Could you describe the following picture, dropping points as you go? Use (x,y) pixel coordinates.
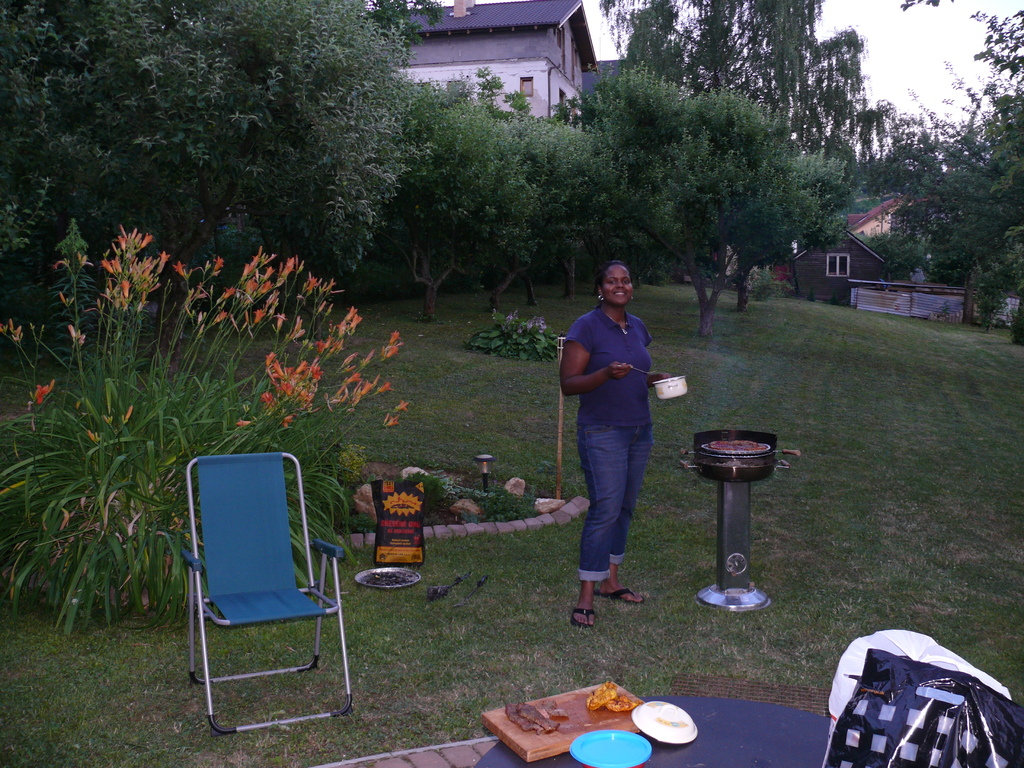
In this picture we can see a lady (609,418) holding a thing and in front of her there is a table (697,707) on which some things (664,715) are placed and beside her there is a chair (290,555) and around her there are some plants (565,228) and grass (381,698) on the floor (759,550).
